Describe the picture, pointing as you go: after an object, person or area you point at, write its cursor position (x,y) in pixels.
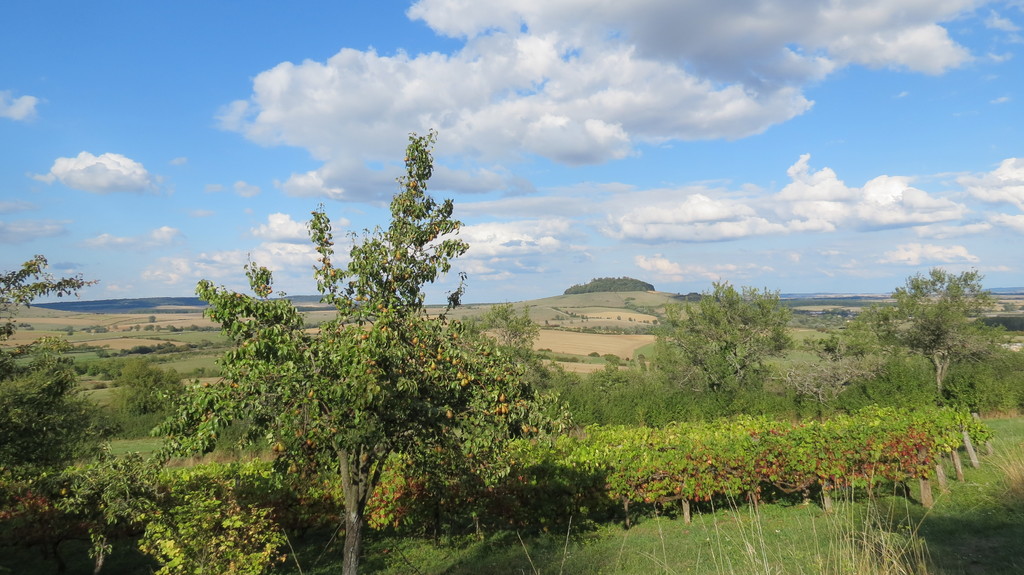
In the foreground (448,232) I can see grass (692,516), plants (385,479) and trees (443,326). On the top (478,59) I can see the sky (520,95). This image is taken may be in the countryside (800,312).
